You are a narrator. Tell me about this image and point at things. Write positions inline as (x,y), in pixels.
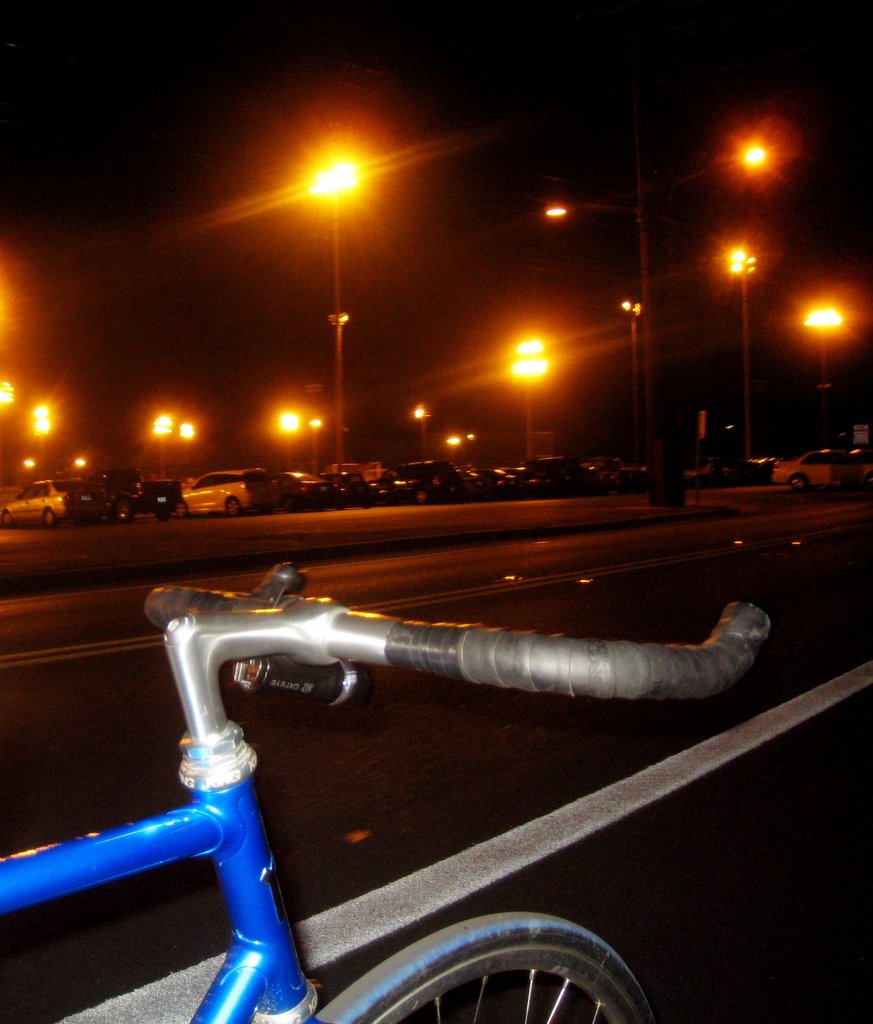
In this image we can see some vehicles (737,472) parked on the road (788,497). We can also see some street poles (698,470) and the sky (660,233). In the foreground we can see a bicycle (562,936).
